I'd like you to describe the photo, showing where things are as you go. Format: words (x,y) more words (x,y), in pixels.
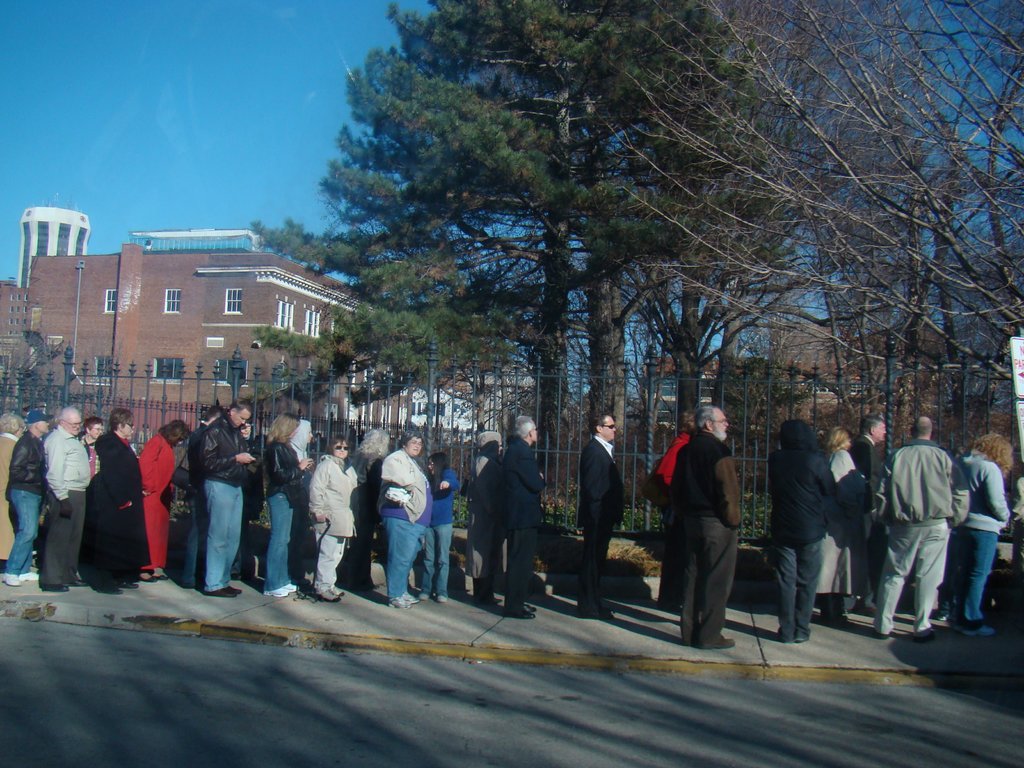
This image is taken outdoors. At the bottom of the image (215,700) there is a road (557,727) and a sidewalk (200,606). In the middle of the image (366,486) many people (437,486) are standing on the sidewalk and there is a railing (144,395). In the background (291,276) there are a few trees (959,359) and plants (995,428) and there is a building (140,316) with walls (153,297), windows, doors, pillars (34,244) and a roof (193,252). At the top of the image (77,160) there is a sky (170,101).
